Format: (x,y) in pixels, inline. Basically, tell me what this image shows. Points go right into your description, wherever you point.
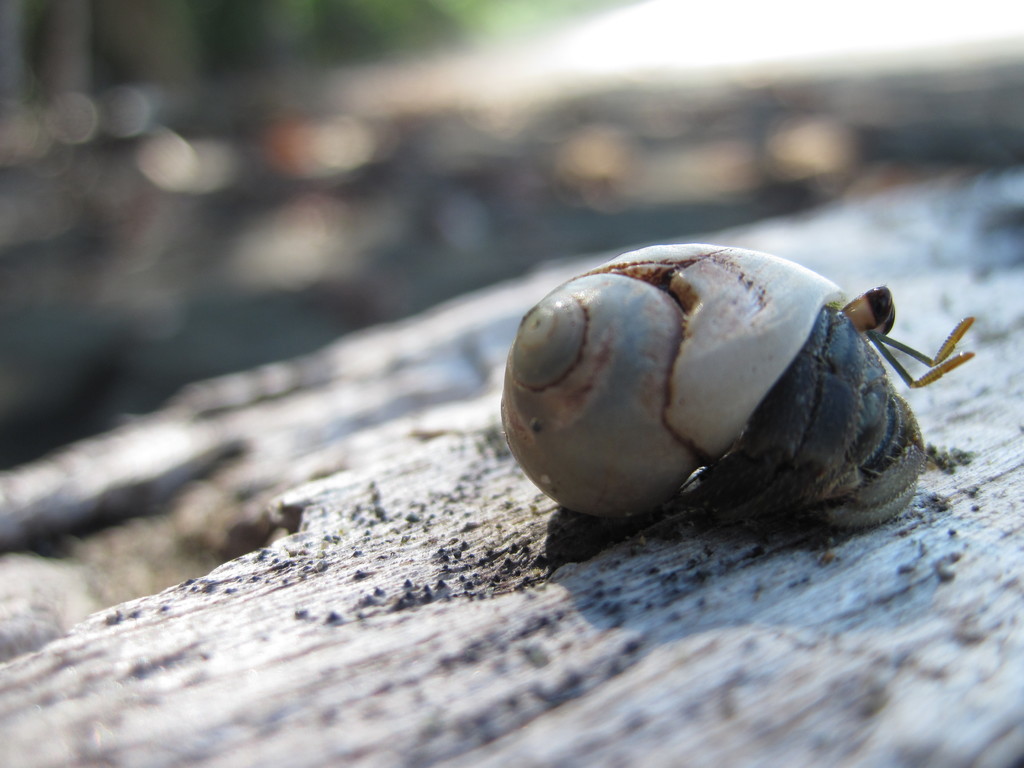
On the right of this picture (867,470) we can see a hermit crab (833,498) on an object (280,600) which seems to be wood (557,632). The background of the image (922,5) is blurry.
